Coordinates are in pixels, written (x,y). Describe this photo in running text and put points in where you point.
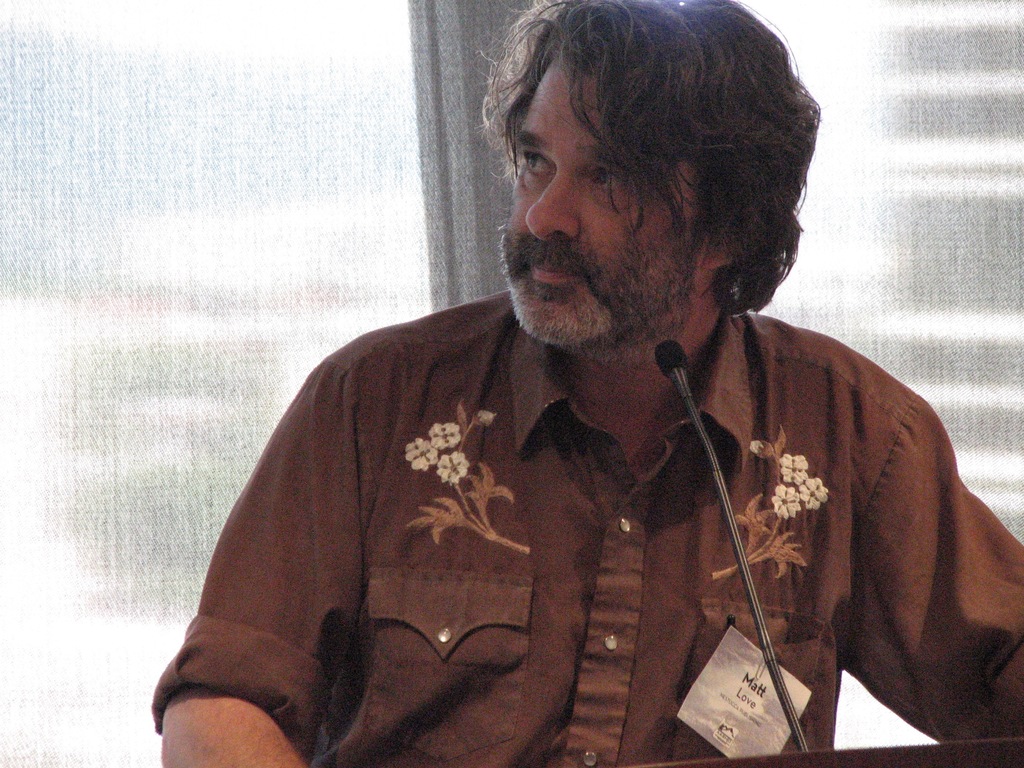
In this picture we can see a man (559,534) in the shirt (563,408) and in front of the man (701,387) there is a microphone (665,358) with stand (756,616). Behind the man (441,414) there is an object (474,253).
